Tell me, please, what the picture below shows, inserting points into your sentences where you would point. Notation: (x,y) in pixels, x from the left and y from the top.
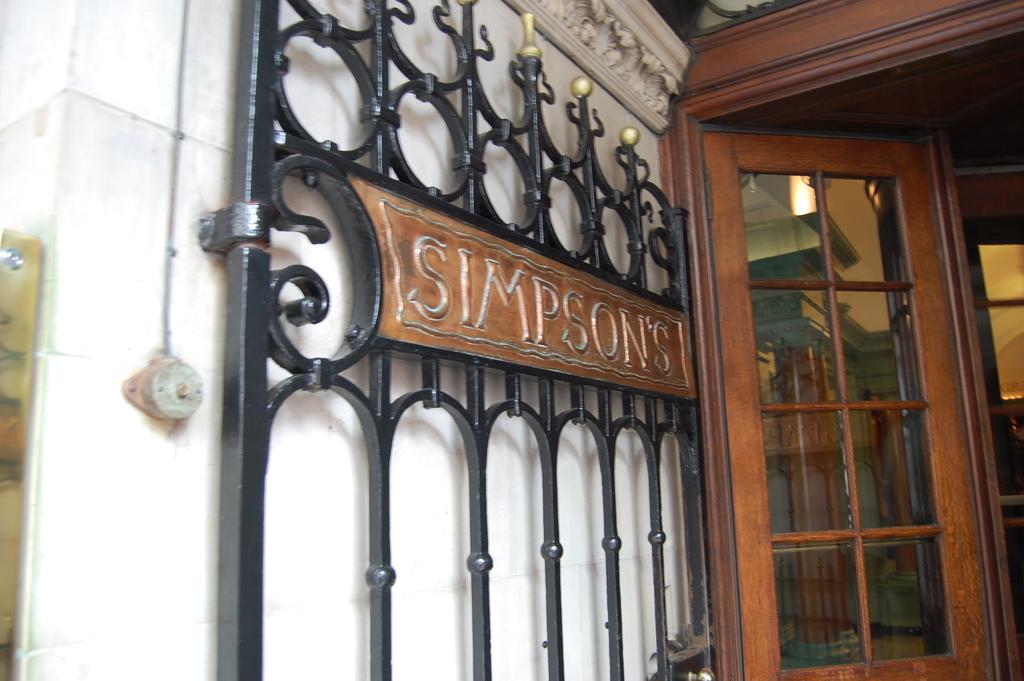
In this picture we can see a wall (167,493) on the left side (128,491), there is a gate (350,393) here, we can see a door (955,553) where, there is a glass (897,374) here.
